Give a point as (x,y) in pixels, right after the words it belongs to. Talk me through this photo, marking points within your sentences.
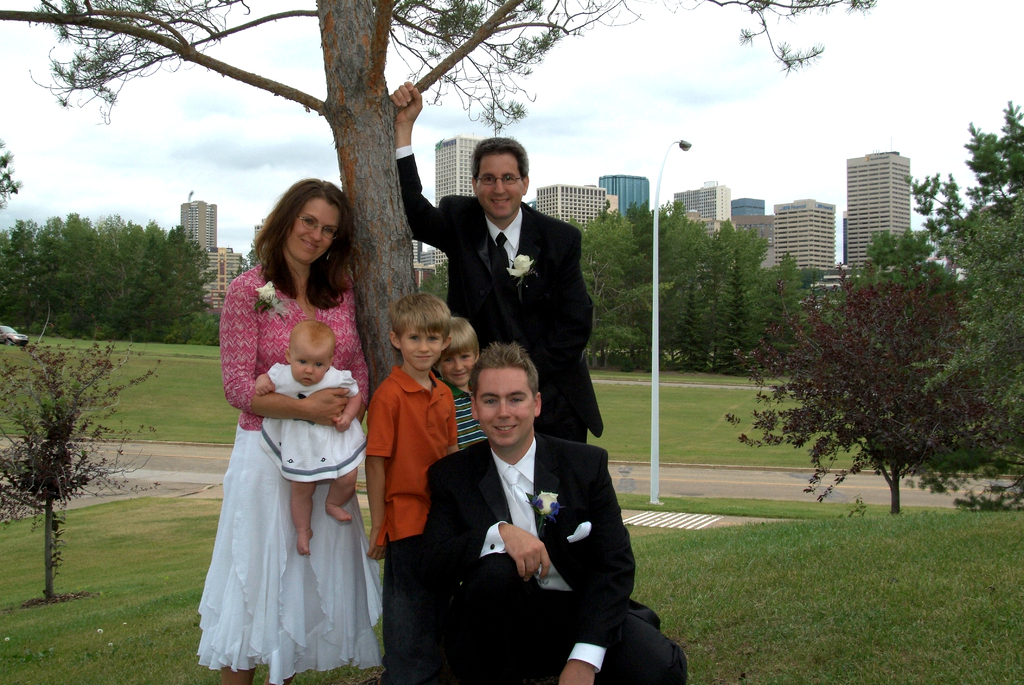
To the bottom middle of the image (583,586) there is a man (571,491) with black jacket (602,630) and white shirt (534,520) is sitting. Behind him there is a man (551,273) with black jacket (544,262), white shirt (509,266) and black tie (502,256) is standing. Beside him there are two boys (441,418) with an orange and black t-shirt (462,418) is standing. Behind them there is a tree (367,166). To the left side of the tree (389,287) there is a lady (238,307) with pink top (236,358) and white skirt (252,510) is standing and holding the baby (295,397) in her hands (330,395). Behind them there is a road (135,458) with pole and streetlight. In the background (115,310) there are trees (680,320) and buildings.
